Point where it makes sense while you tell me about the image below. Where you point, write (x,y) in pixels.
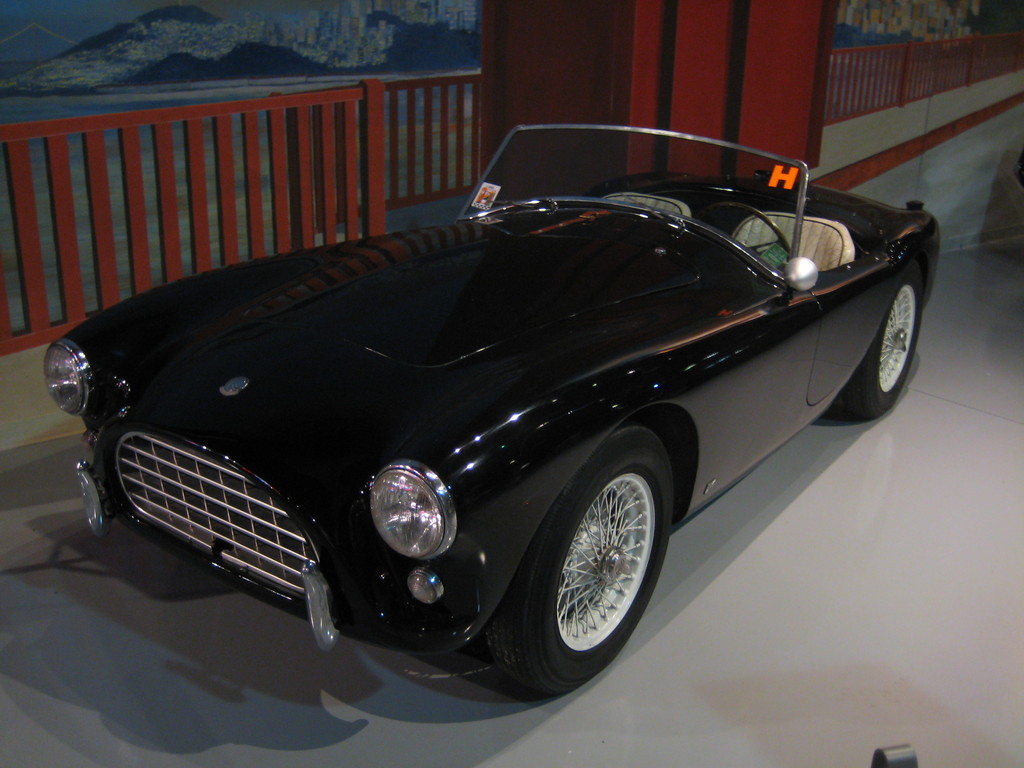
In the image there is a black color car (567,390) and behind the car (483,323) it looks like there is a poster (877,78).
